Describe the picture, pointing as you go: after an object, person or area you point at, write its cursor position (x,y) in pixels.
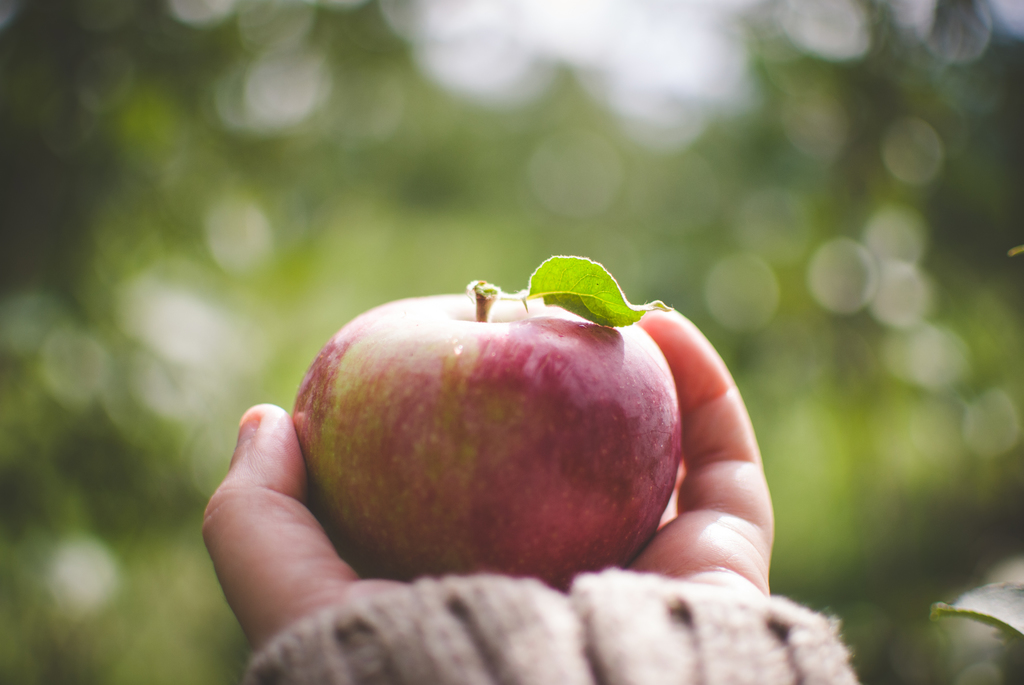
In this image we can see a person's hand (693,390) holding an apple (459,297). The background of the image (430,90) is blurred.
